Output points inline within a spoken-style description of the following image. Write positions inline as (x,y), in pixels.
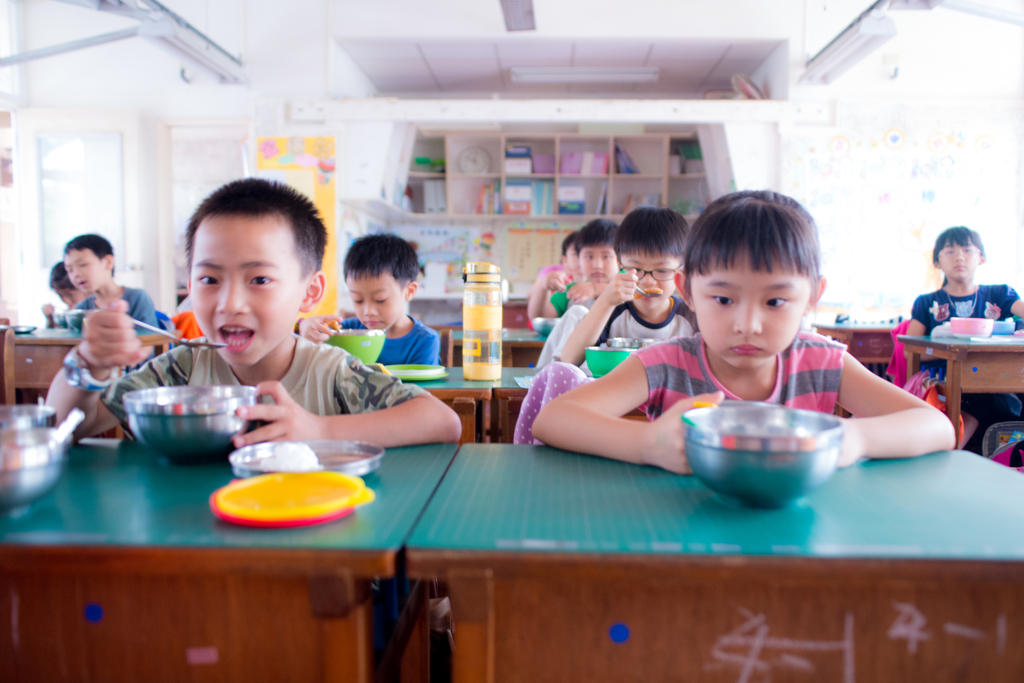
In this image i can see few children (770,282) sitting in front of a table (668,481) with bowl (762,464) on the table (755,513), few of them are holding spoons (215,342) in their hands (625,282). I can see water bottle (486,302) on the table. In the background (522,208) i can see a bookshelf (571,177), a clock (465,169), a light (206,53) and a window (79,162).
